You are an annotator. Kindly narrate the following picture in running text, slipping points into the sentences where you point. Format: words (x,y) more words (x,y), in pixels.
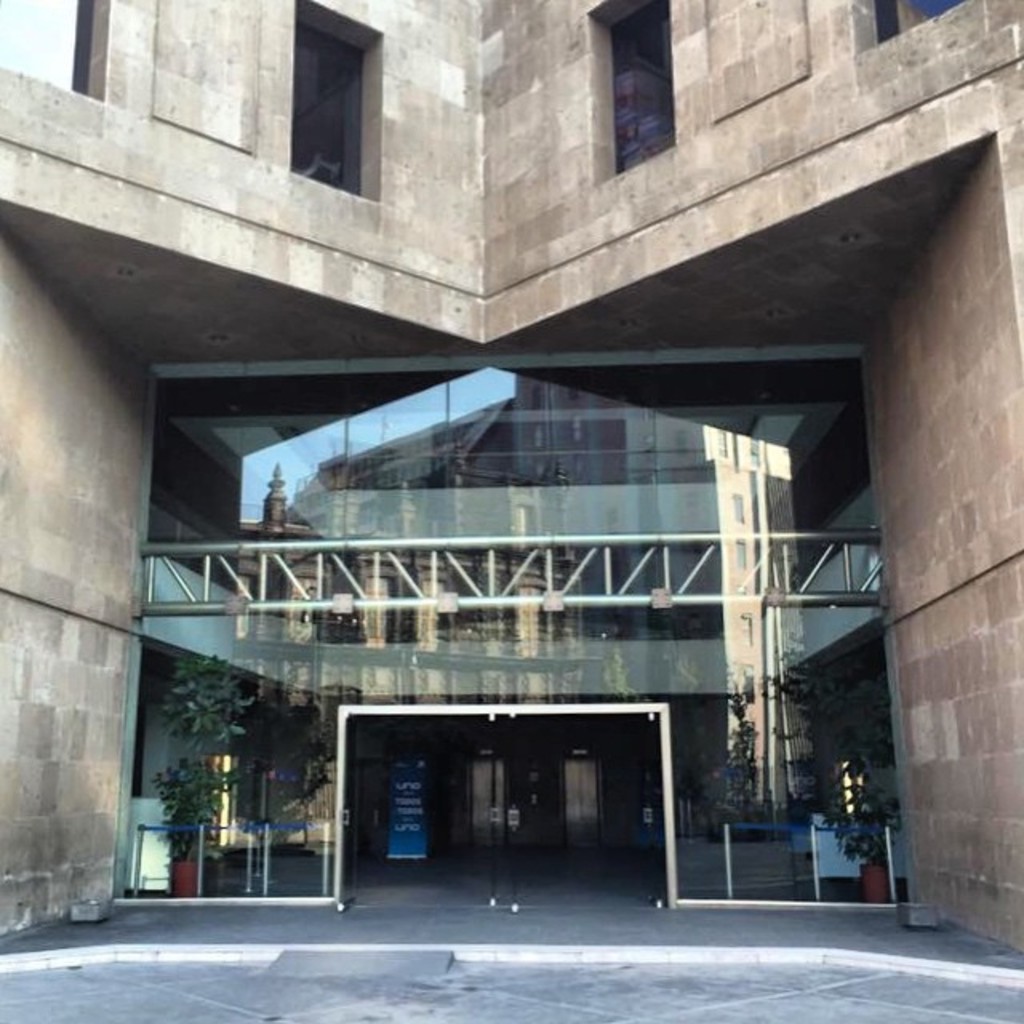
In this image, we can see a building (505,341), wall (540,233), glass object (256,448), rods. Through the glass (429,579), we can see the inside view (682,855). Here we can see banners (407,798), plants (859,822) with pots (185,886). At the bottom (457,1016), there is a walkway (546,992). On the glass (439,576), we can see some reflection (532,520). Here we can see a building (589,490).
